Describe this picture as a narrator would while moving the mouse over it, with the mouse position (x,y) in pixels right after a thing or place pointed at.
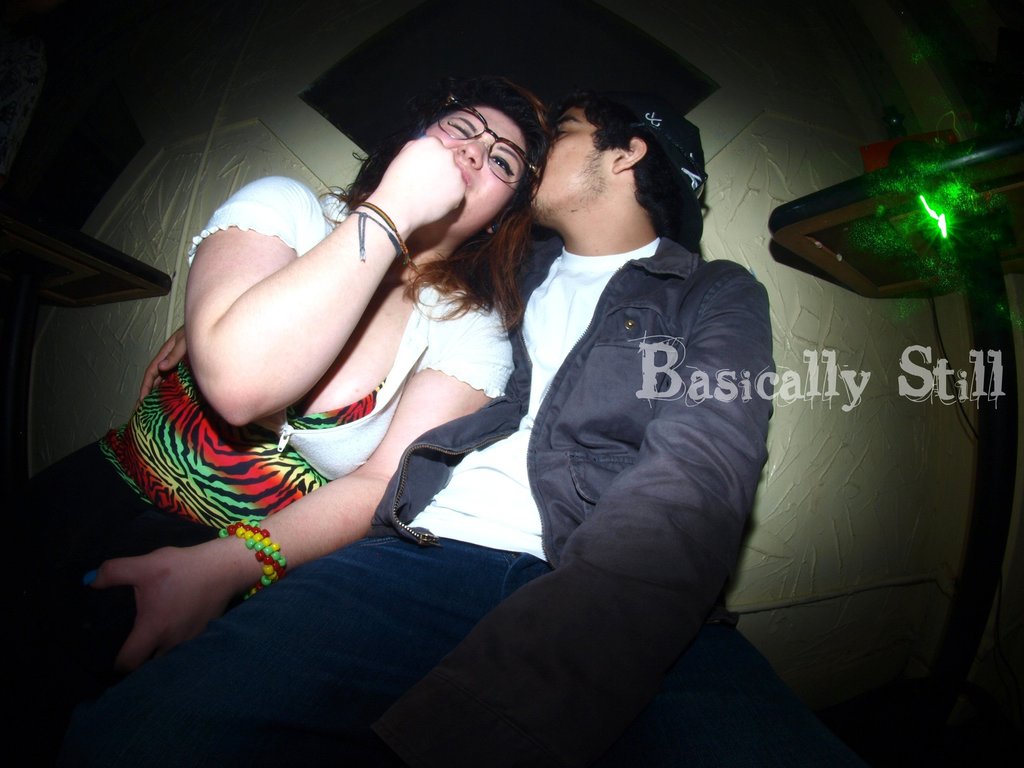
In this picture we can see a man (397,623) and a woman (383,333) wore a spectacle (458,113) and in the background (248,31) we can see the wall (940,492).
